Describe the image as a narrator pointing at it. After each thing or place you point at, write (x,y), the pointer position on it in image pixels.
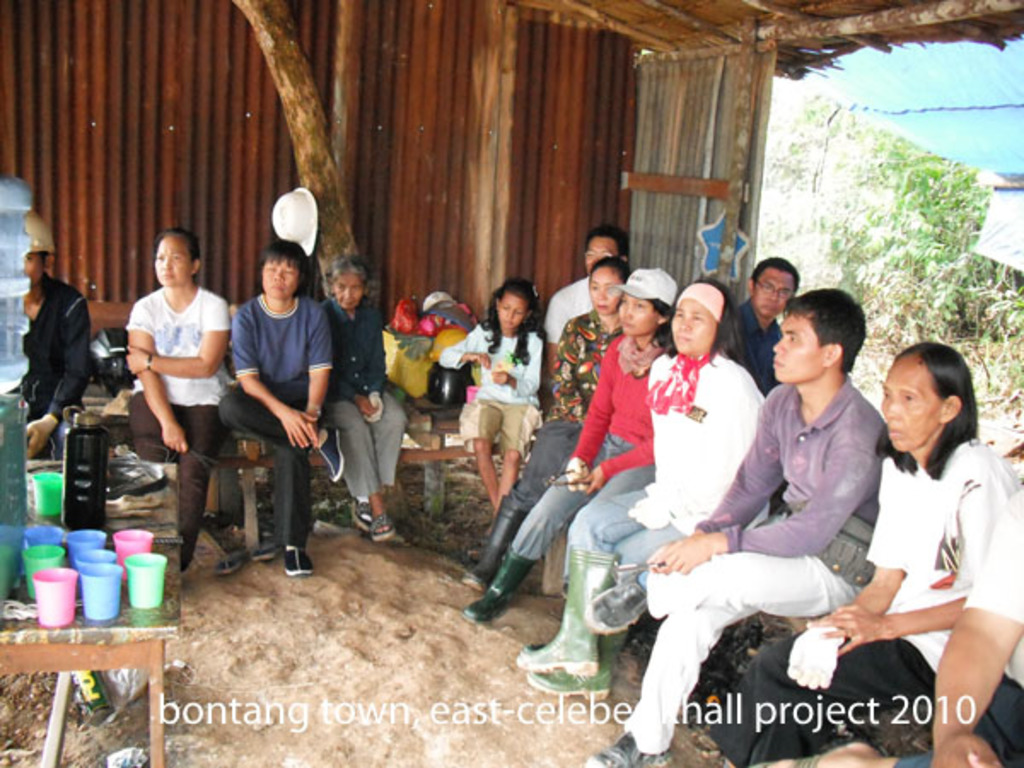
In this picture we can see some people (588,448) sitting on benches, on the left side (112,629) there is a table (113,634), we can see some glasses (108,597) present on the table (29,509), there is a water tin (6,295) here, in the background (291,174) there is a sheet (408,103), we can see a tree (908,232) on the right side (892,233).
